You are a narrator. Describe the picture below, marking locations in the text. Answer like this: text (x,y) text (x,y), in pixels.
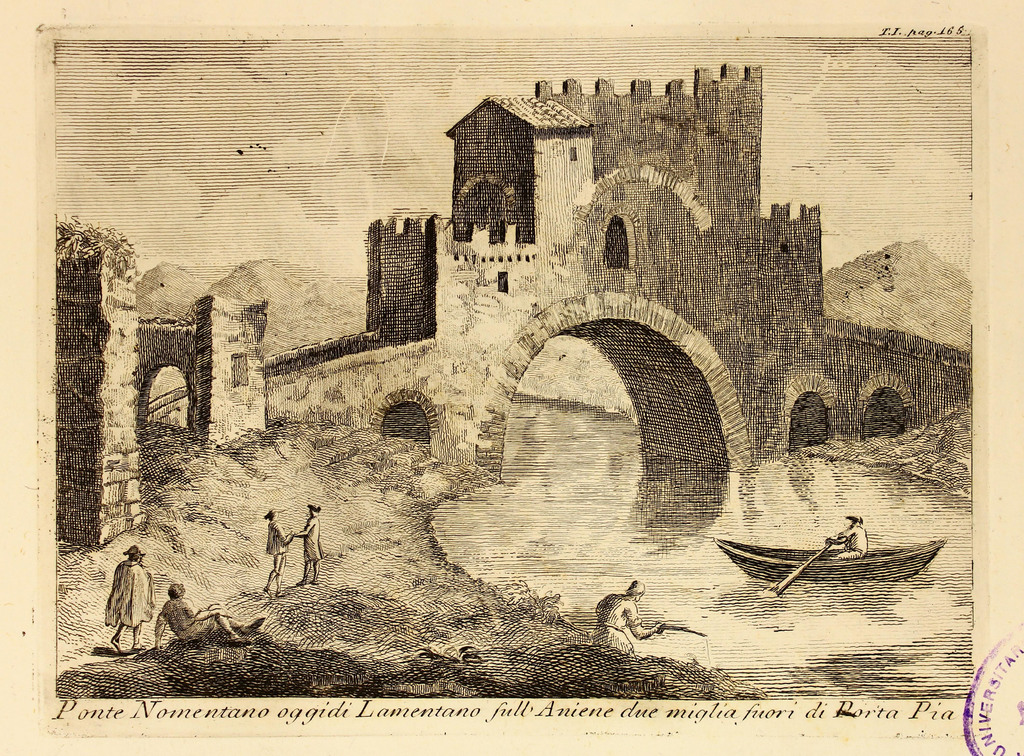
This is an edited picture. In this image there is a bridge (433,324) and there are mountains (904,288) and there is a person (831,535) sitting on the boat (818,569) and there is a boat (806,551) on the water (733,522) and there are group of people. At the top (222,82) there is sky (199,87) and there are clouds (278,191). At the bottom (587,566) there is water (590,589) and there is ground (331,589) and there is text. At the bottom right (983,742) there is a stamp (968,746).
